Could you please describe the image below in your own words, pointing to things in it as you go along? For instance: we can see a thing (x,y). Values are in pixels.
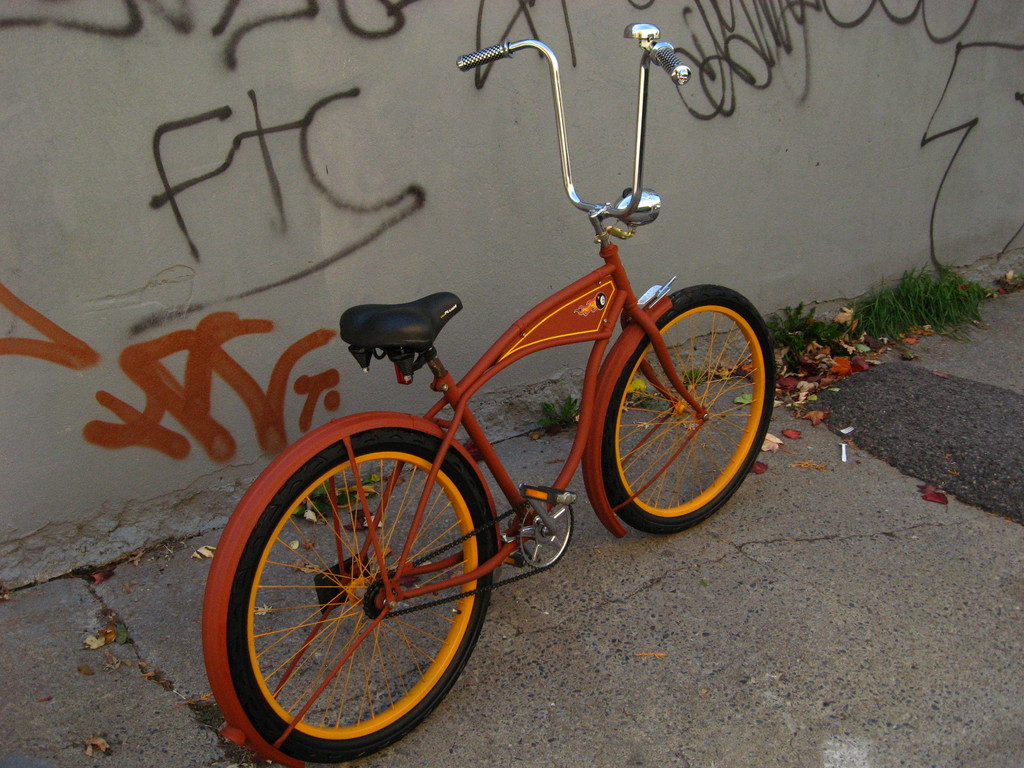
This picture contains a bicycle (601,372), which is in red color is parked on the road (784,645). Beside that, we see a wall (344,191) with some text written on it. On the right side (903,317), we see grass (909,290) and twigs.
